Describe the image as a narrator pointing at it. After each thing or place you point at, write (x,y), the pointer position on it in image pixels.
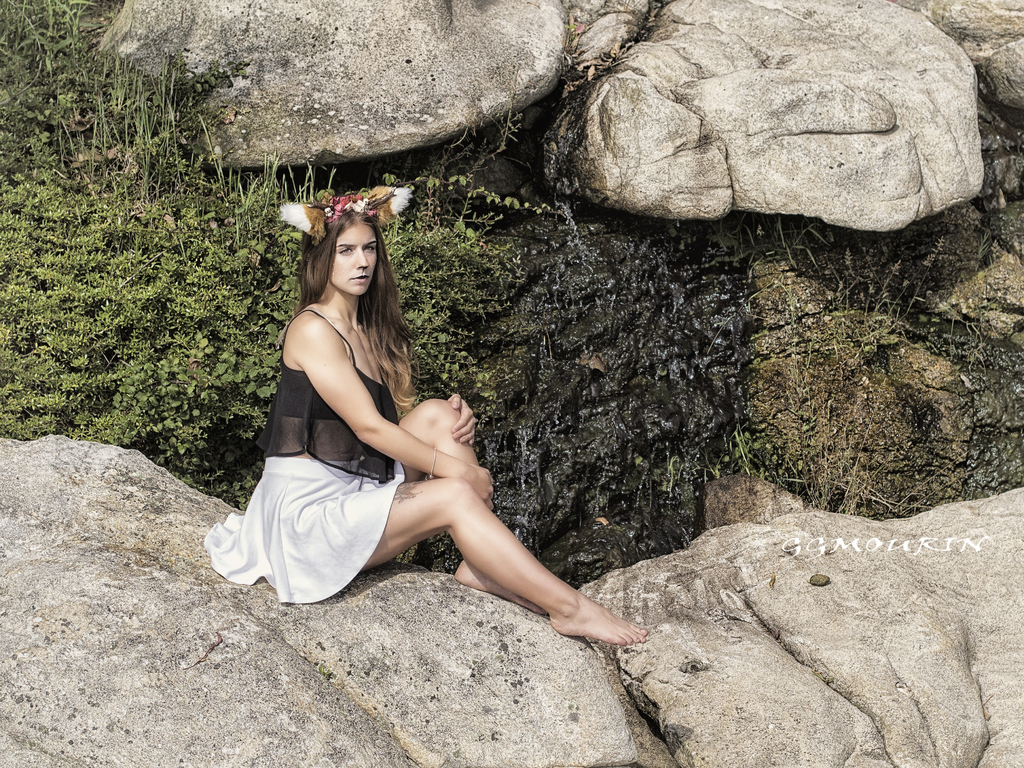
In this image there is a girl (351,480) sitting on a rock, behind the girl (329,272) there is grass (77,420) and rocks (624,264).
